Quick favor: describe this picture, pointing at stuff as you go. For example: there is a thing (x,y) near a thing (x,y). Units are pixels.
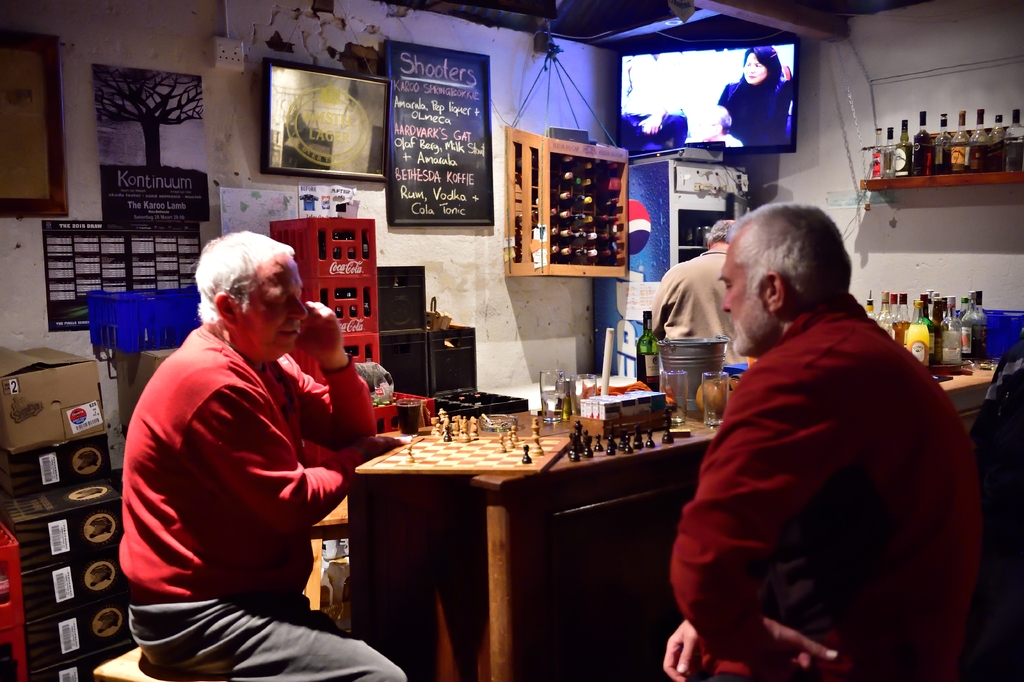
In this image I can see few persons (227,531) are sitting on chairs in front of the table (503,515). On the table (548,510) I can see a chess board (538,462), few chess pieces (579,436), few glasses (551,400), few bottles (901,316) and few other objects (661,394). I can see a person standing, a refrigerator (662,199), the wall (842,182), few frames (465,192) attached to the wall (214,207), few racks (551,179) with bottles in them and a television (729,92).
